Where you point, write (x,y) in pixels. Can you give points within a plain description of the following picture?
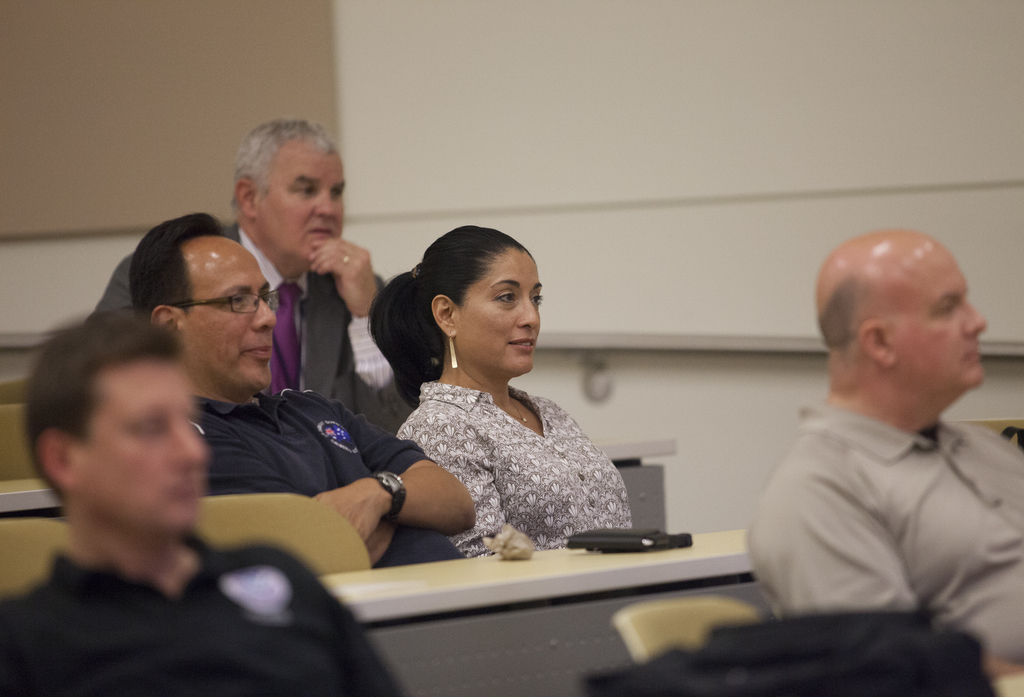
In this image few persons (359,465) are sitting on the chairs (348,530). Before them there is a table (411,591). A person (271,486) wearing black shirt (264,456) is having spectacles (205,299) and watch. Beside him there is a woman (460,463) sitting. Behind them there is a person (348,334) wearing suit (339,327) and tie (296,358). Bottom of the image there is an object (843,634). Right side (1003,639) there is a person (838,431) sitting on the chair (626,626). Background (670,161) there is a wall (622,147).
